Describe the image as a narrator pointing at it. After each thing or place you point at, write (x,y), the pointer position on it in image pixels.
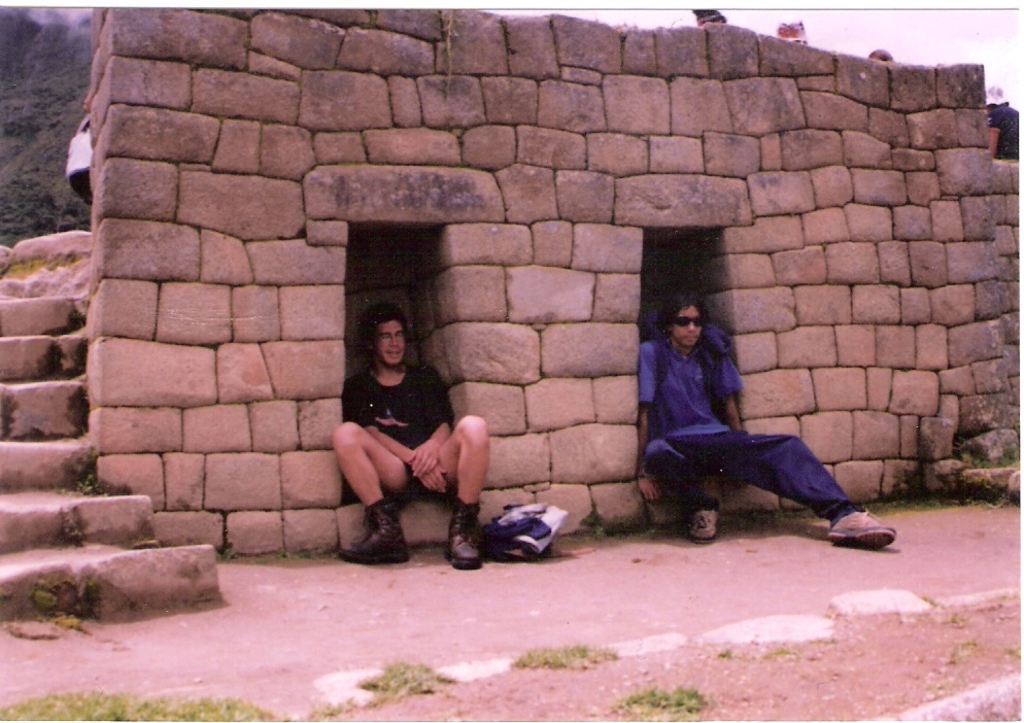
In this picture I can see the path (836,547) in front (5,652) and in the background (226,174) I can see the wall (770,76) and I see 2 men (343,461) who are sitting. On the left side of this picture (16,295) I can see the steps (66,557) and I can see the grass (77,716).
